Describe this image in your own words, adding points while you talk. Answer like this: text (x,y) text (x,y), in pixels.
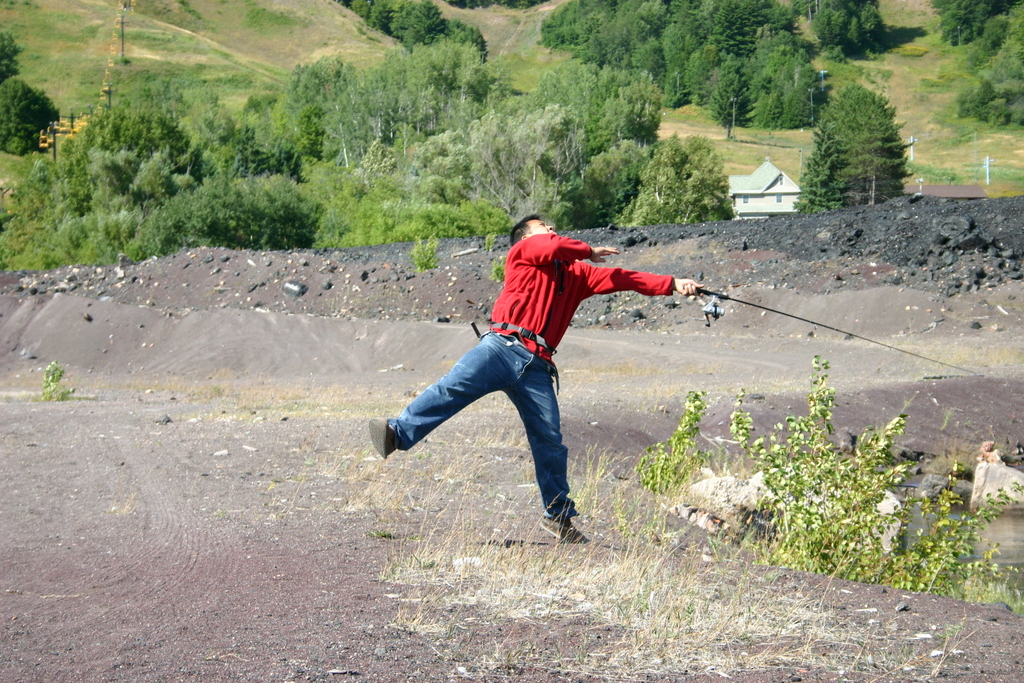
In this picture, we can see a person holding some objects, and we can see the ground (632,538) with grass (601,570), plants (797,511), rocks (979,483), trees (69,195), water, a house (743,199), and poles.
